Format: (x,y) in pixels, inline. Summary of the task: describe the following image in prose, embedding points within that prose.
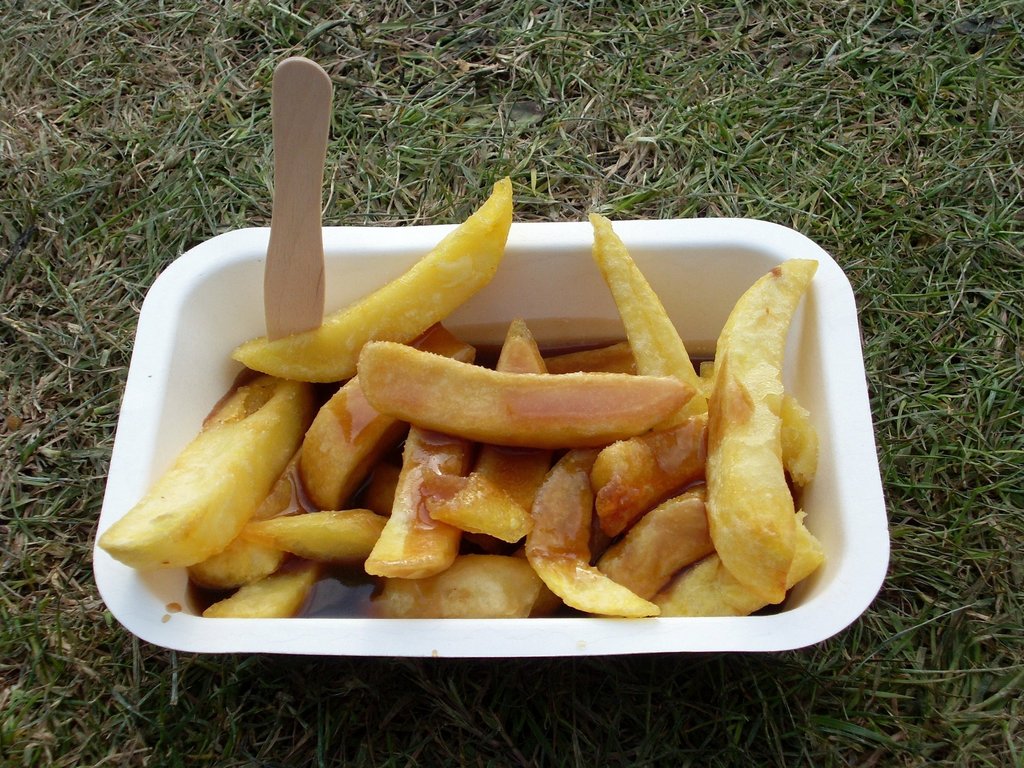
In this image we can see a bowl (732,235) with some food item (544,413) and a wooden object (294,122) on the ground (604,148).
